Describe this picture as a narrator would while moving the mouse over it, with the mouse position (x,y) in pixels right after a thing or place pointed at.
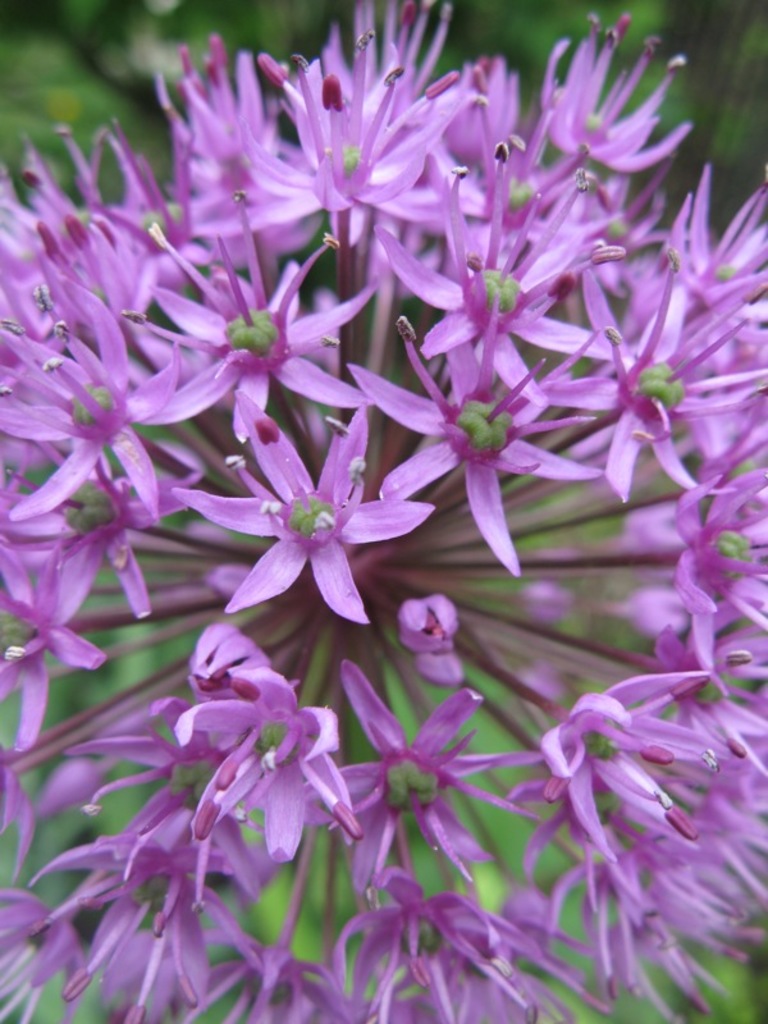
In this picture, there are flowers (488,455) which are in purple in color.
